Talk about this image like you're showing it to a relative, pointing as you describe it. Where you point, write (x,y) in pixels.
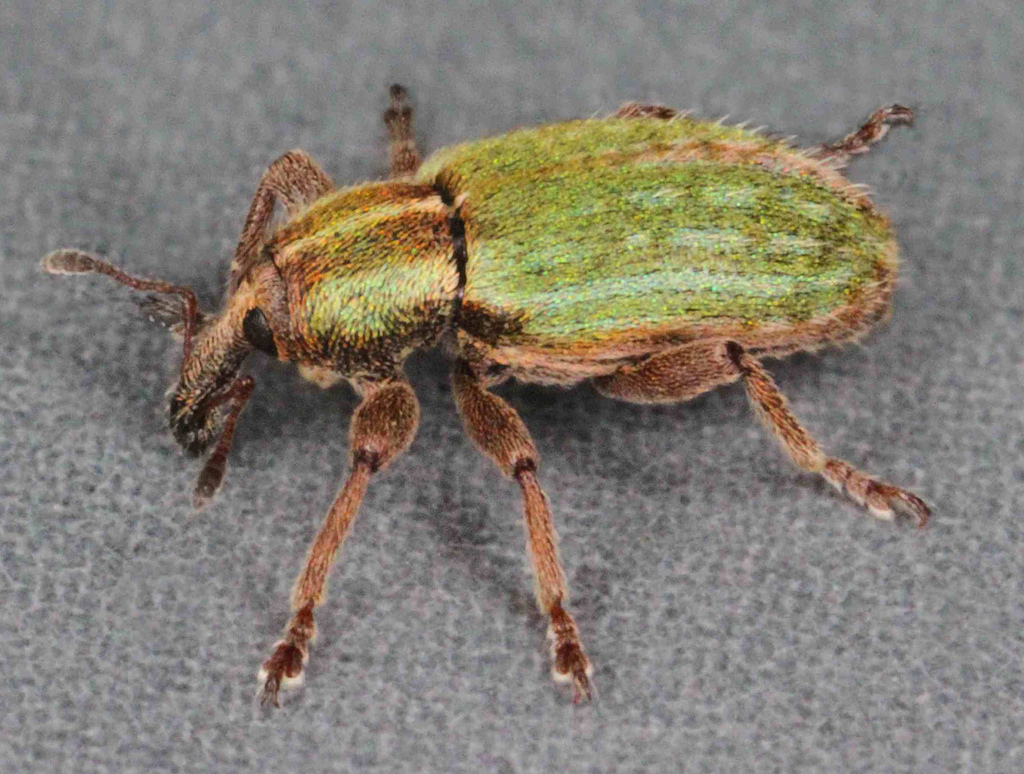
In this image I can see an insect (419,316) which is in brown and green color. It is on the ash color surface (519,561).
